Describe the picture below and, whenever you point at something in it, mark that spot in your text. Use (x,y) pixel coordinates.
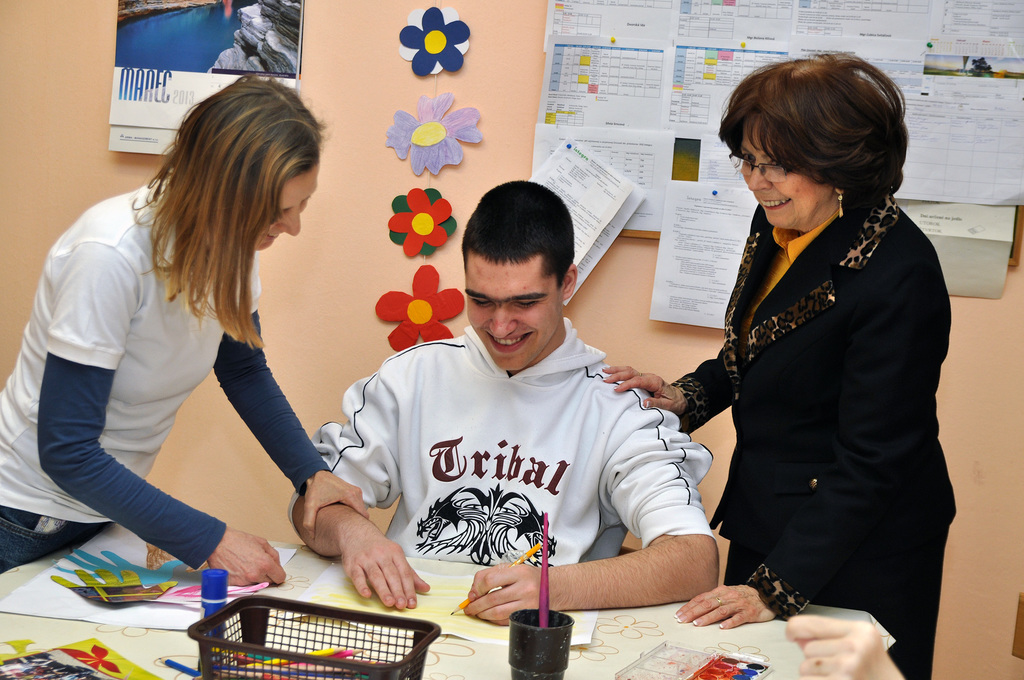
In this image I can see three people (357,432) with different color dresses (505,438). In-front of these people (8,560) I can see the table (137,633). On the table (468,676) I can see the papers (173,593), pens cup (528,642), basket (348,675) with some objects (321,649) and colors (713,665). In the background (395,298) I can see the papers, calendar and decorative objects (432,206) to the wall (386,210).
